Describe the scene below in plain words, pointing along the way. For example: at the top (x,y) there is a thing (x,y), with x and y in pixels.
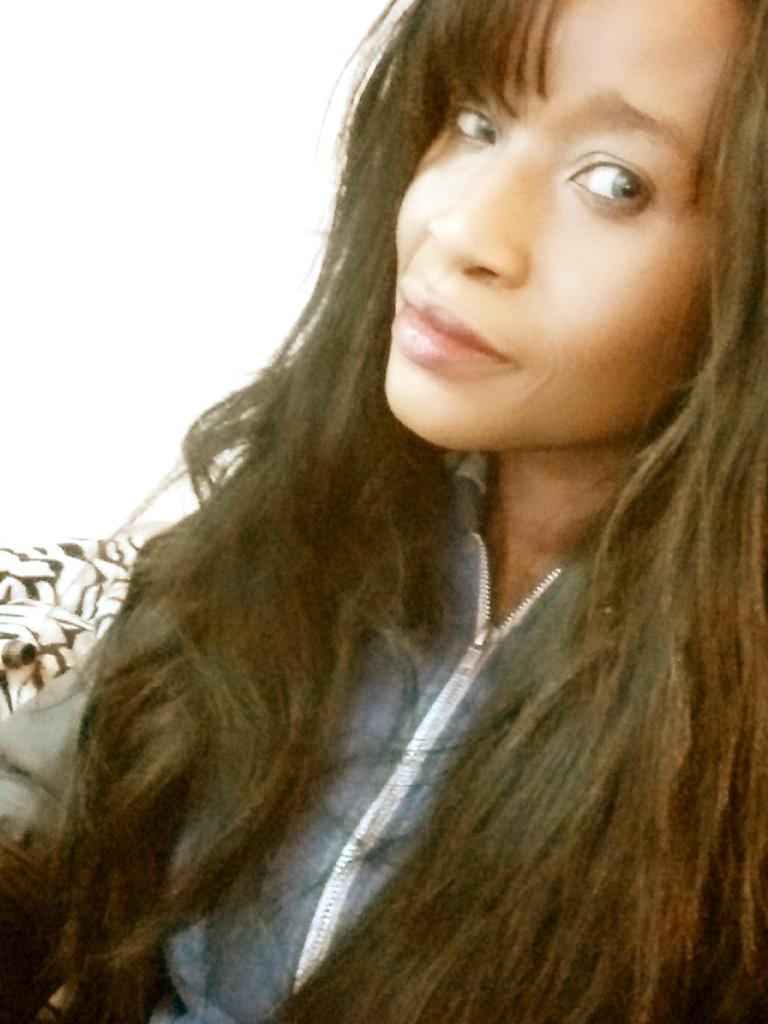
In the image I can see a lady (495,780) with long hair (224,887).
